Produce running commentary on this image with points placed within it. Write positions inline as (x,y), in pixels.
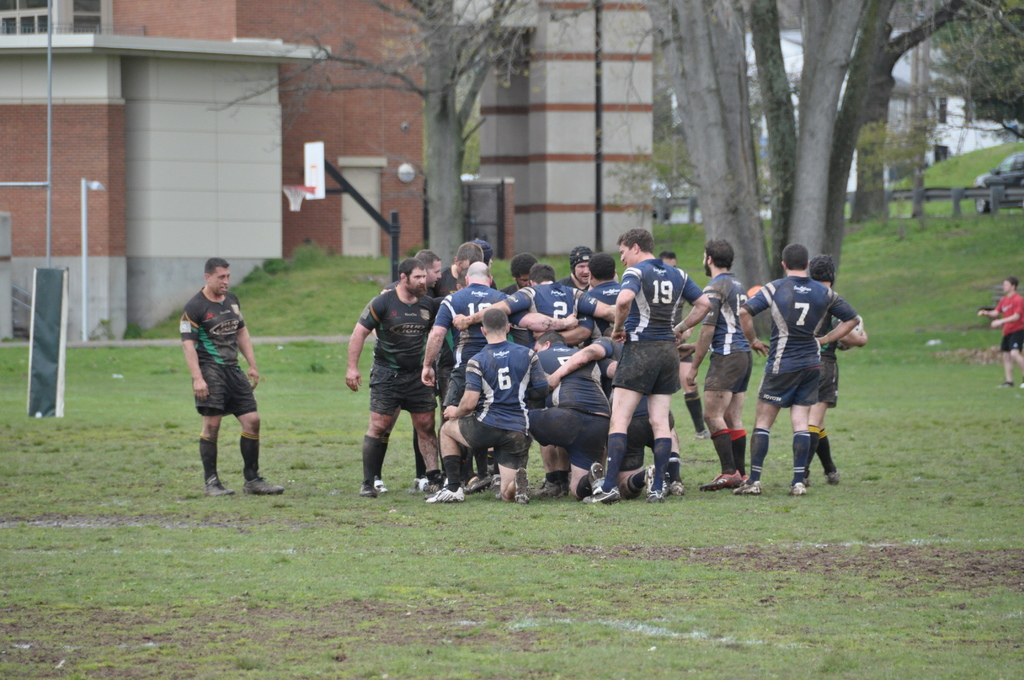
In this image we can see group of people (816,385) standing on the ground (223,462). In the background (53,51) we can see group of trees (456,27), buildings (302,87) and a vehicle (996,178).
